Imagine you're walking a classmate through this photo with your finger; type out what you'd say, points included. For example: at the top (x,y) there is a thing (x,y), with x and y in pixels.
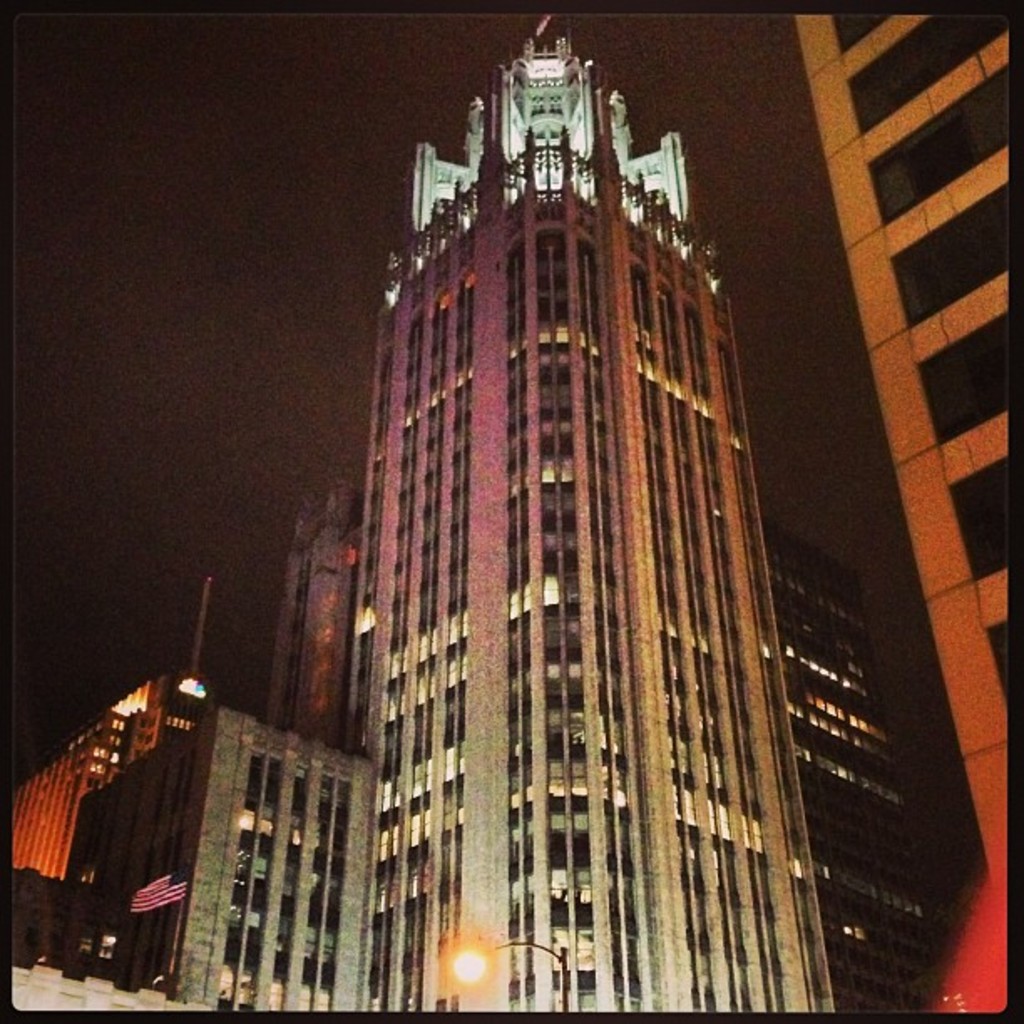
In the center of the image (366,504) there are buildings (765,575). At the bottom of the image (516,945) there is a street light (564,992).
